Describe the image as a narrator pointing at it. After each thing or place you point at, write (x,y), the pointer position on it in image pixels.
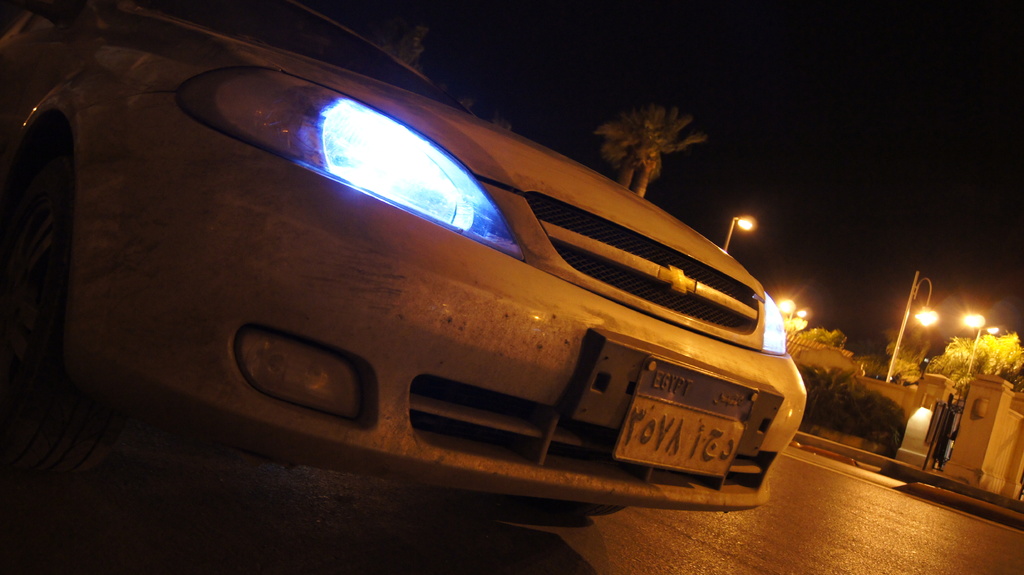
This picture shows a building (843,369) and we see few lights (982,317) and trees (966,345) and we see a car (283,325) on the road (692,572).
